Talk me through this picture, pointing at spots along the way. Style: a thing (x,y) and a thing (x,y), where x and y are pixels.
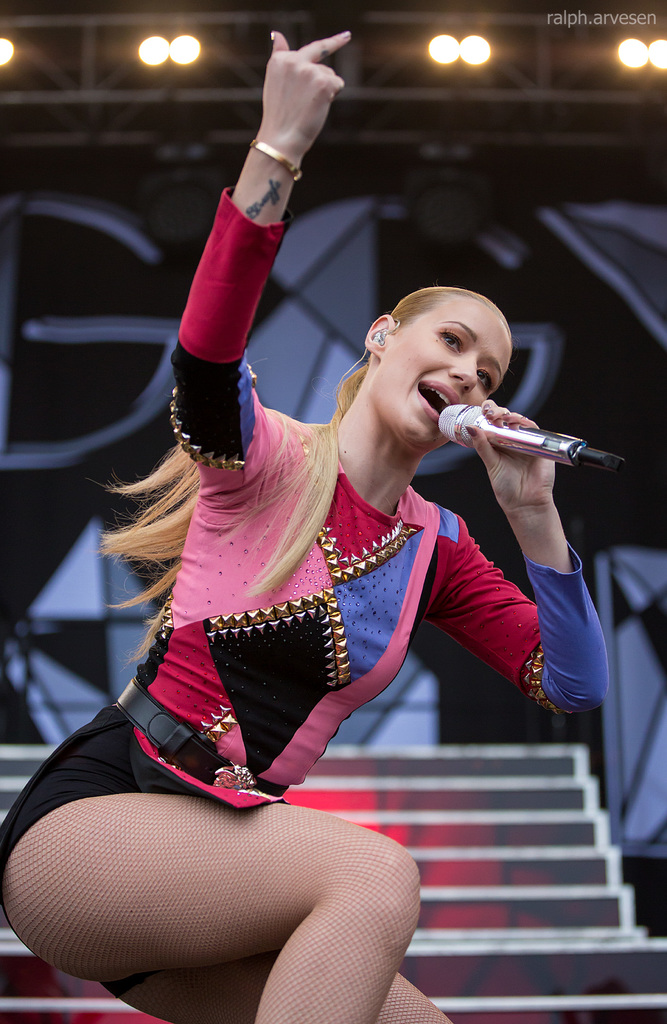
In this image I can see a woman (246,659) wearing pink, black, red and blue colored dress (301,605) is holding a microphone (540,451) in her hand (491,428). In the background (610,530) I can see a huge banner (607,345) and few lights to the metal rods (546,93).
